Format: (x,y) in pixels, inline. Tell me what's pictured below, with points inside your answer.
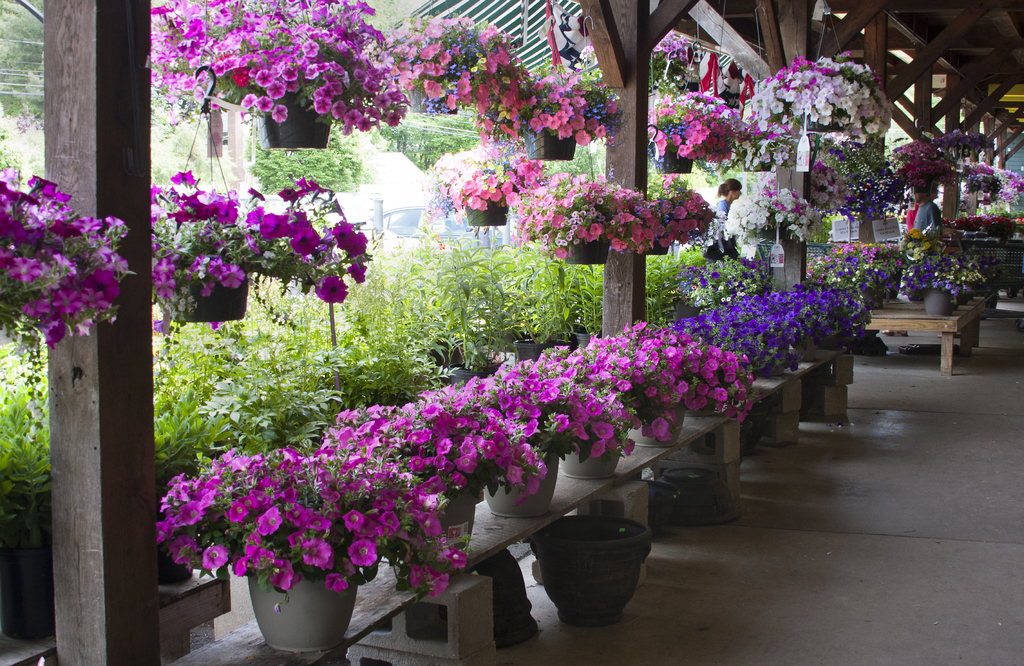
This is a picture of nursery (362,240). Here we can see different colours of flower pots (492,455) on a benches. We can see two persons (731,194) here.
